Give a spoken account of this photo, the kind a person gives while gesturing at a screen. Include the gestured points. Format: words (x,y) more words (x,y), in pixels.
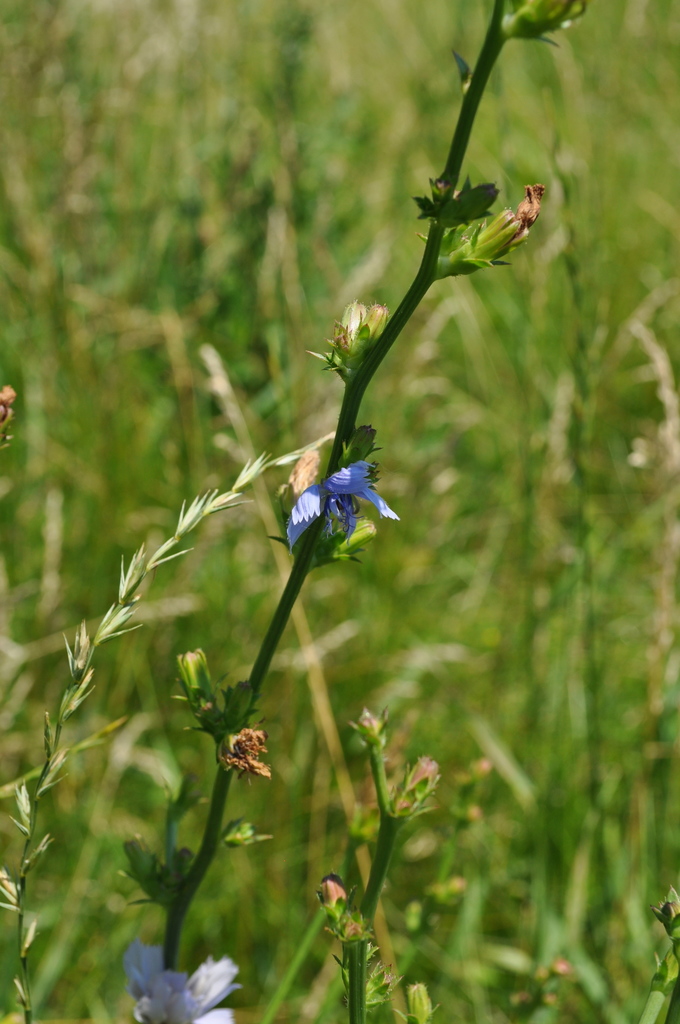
In this image I can see flowers (214,1001), stems (168,851) and in the background (163,279) there is grass (275,269).
